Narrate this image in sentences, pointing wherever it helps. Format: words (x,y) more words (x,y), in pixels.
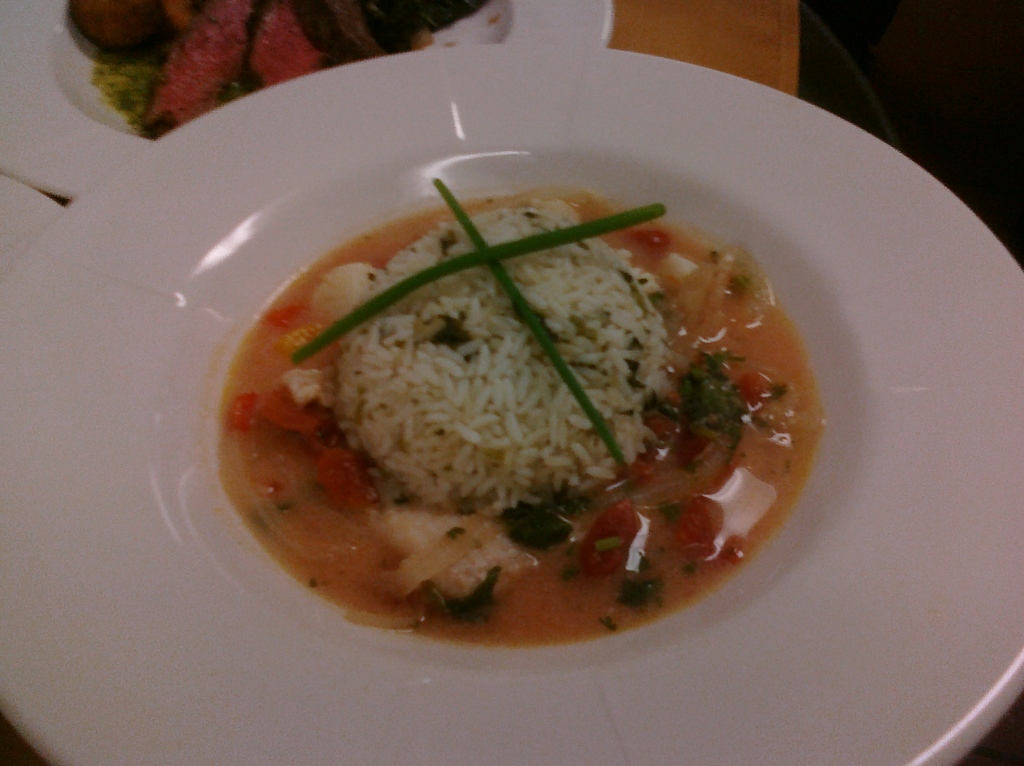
In this image we can see plates (131,248) containing food (295,283) placed on the table (731,64).
